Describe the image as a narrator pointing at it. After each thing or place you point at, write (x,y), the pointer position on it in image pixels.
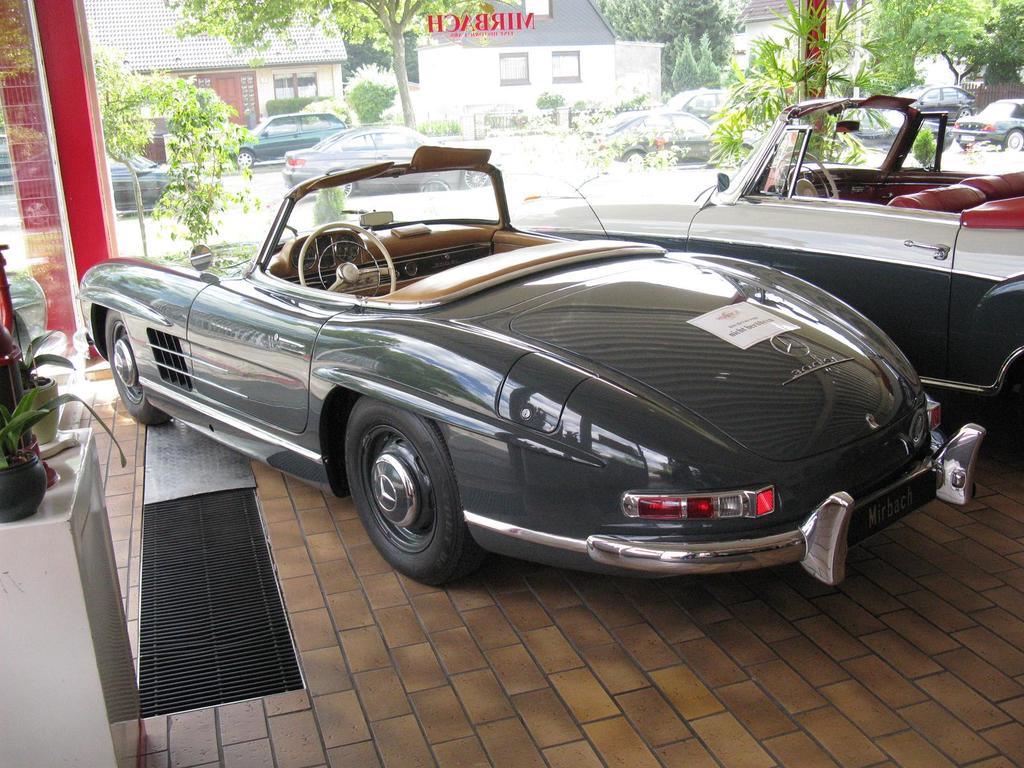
In this image I can see the vehicles (723,385). To the left (7,450) I can see the flower pots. Through the glass (445,144) I can see many trees (324,202), few vehicles (442,175) on the road (526,144) and the houses (518,65).
